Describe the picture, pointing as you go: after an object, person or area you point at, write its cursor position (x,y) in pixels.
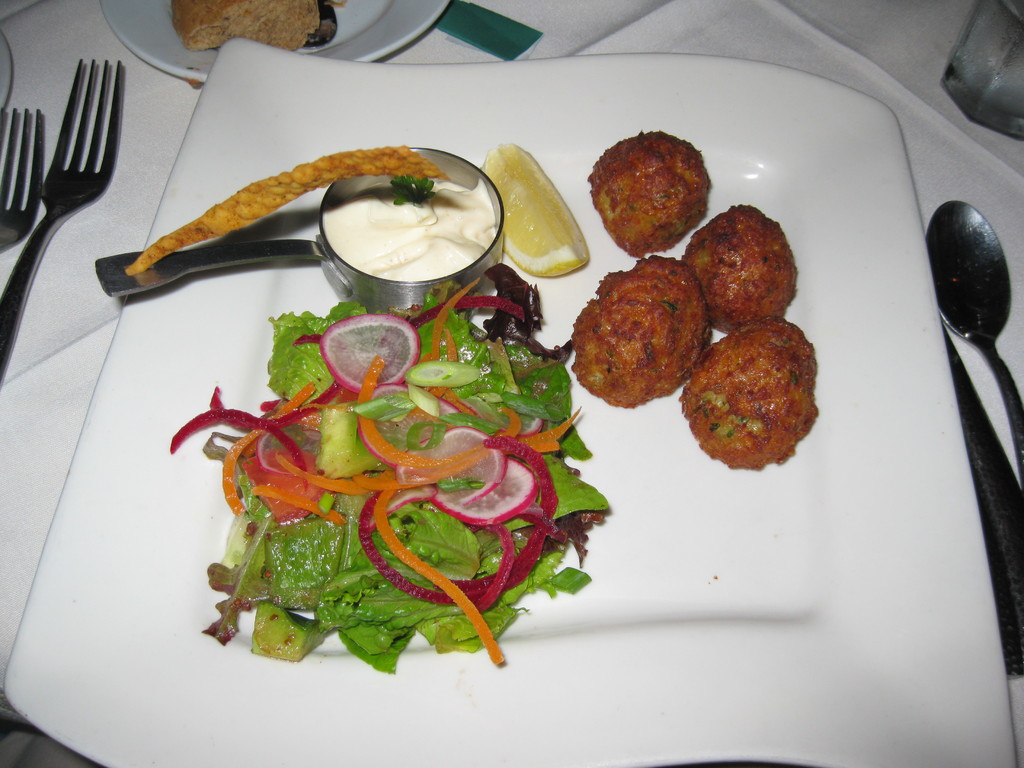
In this image there is a plate (137,379), on which there are food items (463,377), bowl (497,252), spoon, beside the plate (160,299) there is another plate (399,30), spoons (970,216), forks (50,190), glass (999,107), kept on table (665,14).
